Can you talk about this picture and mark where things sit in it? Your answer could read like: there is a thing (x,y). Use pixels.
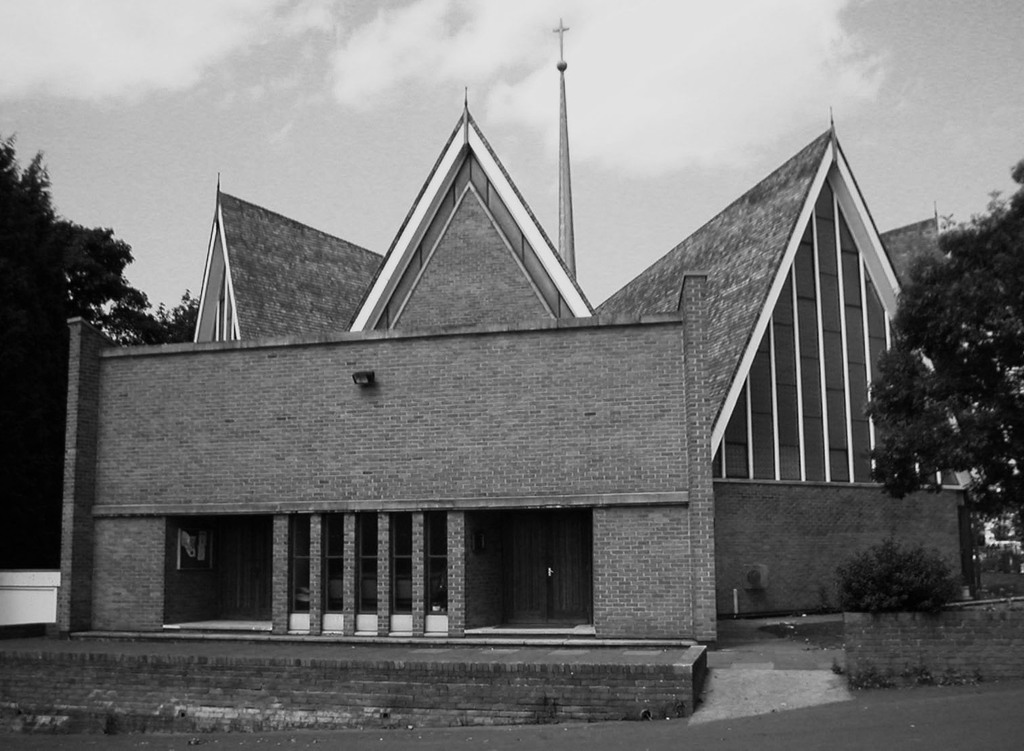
In this image I can see the building (523,429). To the side of the building (608,370) I can see many trees (39,265). In the background (551,144) I can see clouds (596,66) and the sky (579,163).
